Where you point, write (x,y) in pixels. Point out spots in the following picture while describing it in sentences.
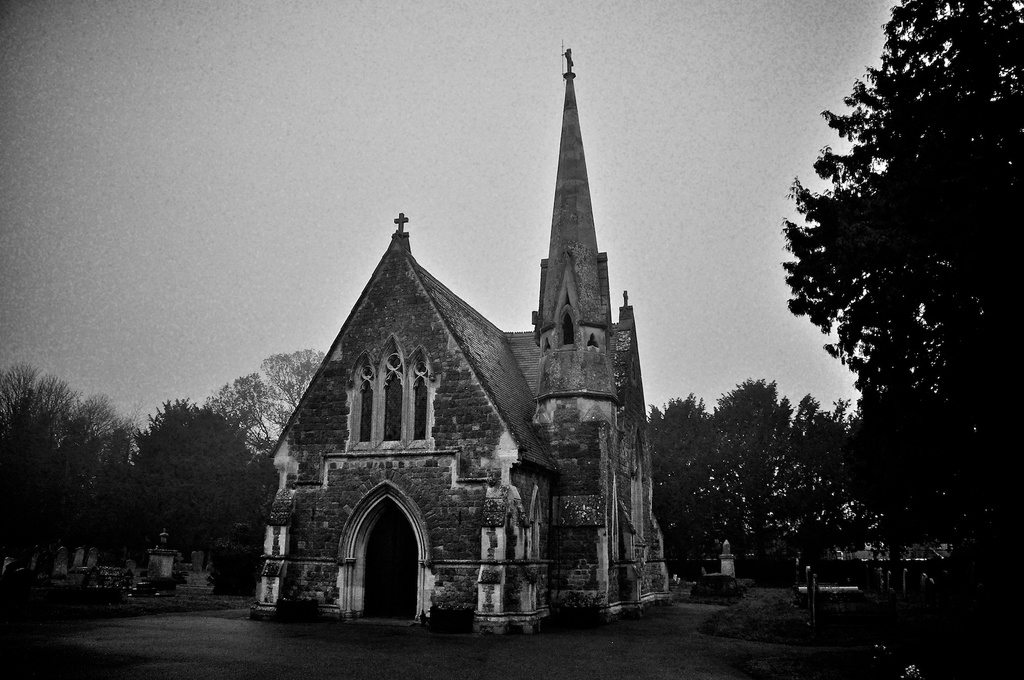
In this picture we can see a church (490,488) in the background (822,545) we can find few trees (228,468).
